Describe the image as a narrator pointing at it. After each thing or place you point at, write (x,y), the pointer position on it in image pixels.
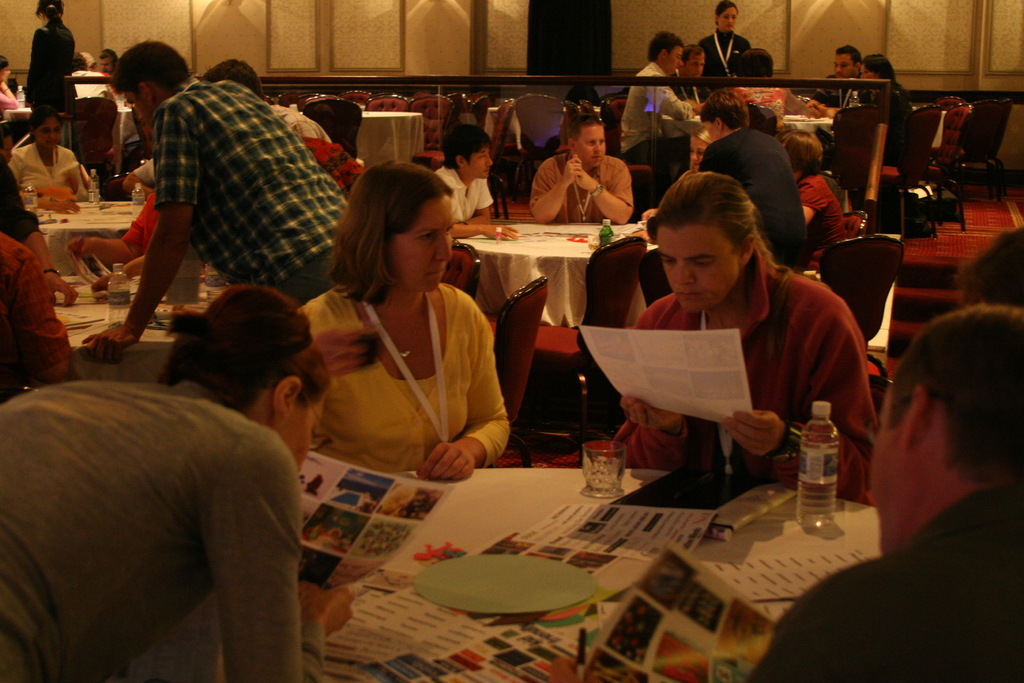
In this picture few persons (925,435) sitting on the chair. These persons (61,44) standing. We can see tables (493,258) and chairs (544,322). On the table (482,475) we can see papers (592,550), glass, bottle (822,408), cloth (562,506). On the background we can see wall (620,0).
